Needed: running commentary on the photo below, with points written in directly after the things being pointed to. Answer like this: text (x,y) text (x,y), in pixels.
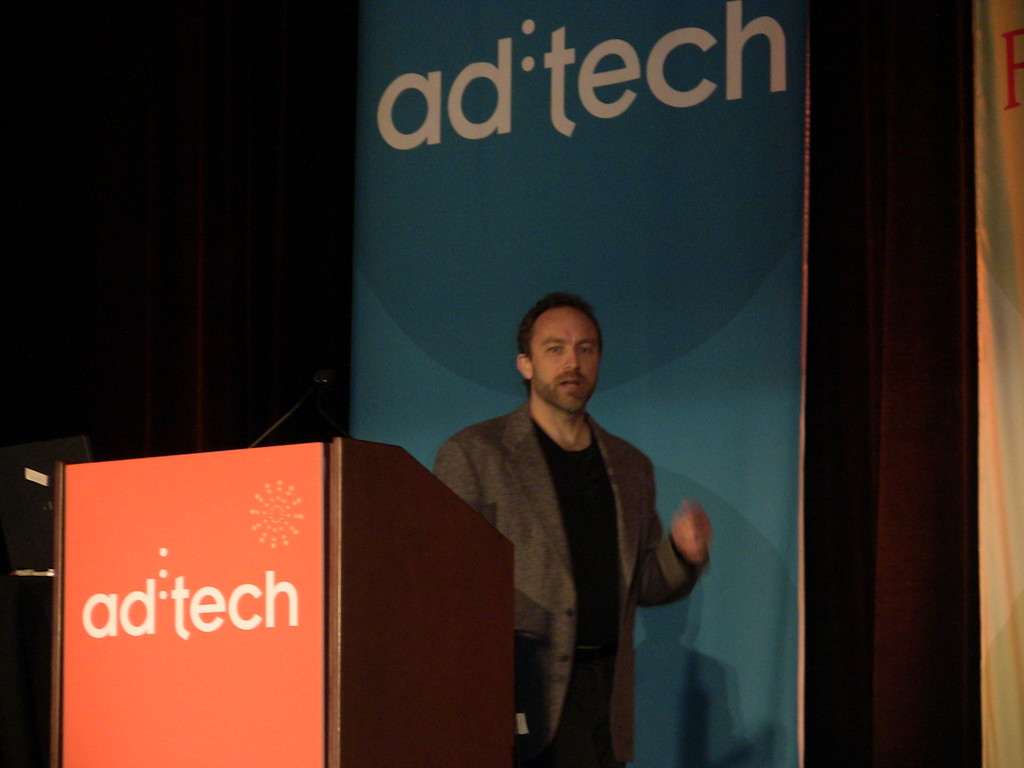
There is a person (493,471), mic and a desk (348,491) in the foreground (511,516), there are posters (694,203) and curtain (268,237) in the background (275,315).
